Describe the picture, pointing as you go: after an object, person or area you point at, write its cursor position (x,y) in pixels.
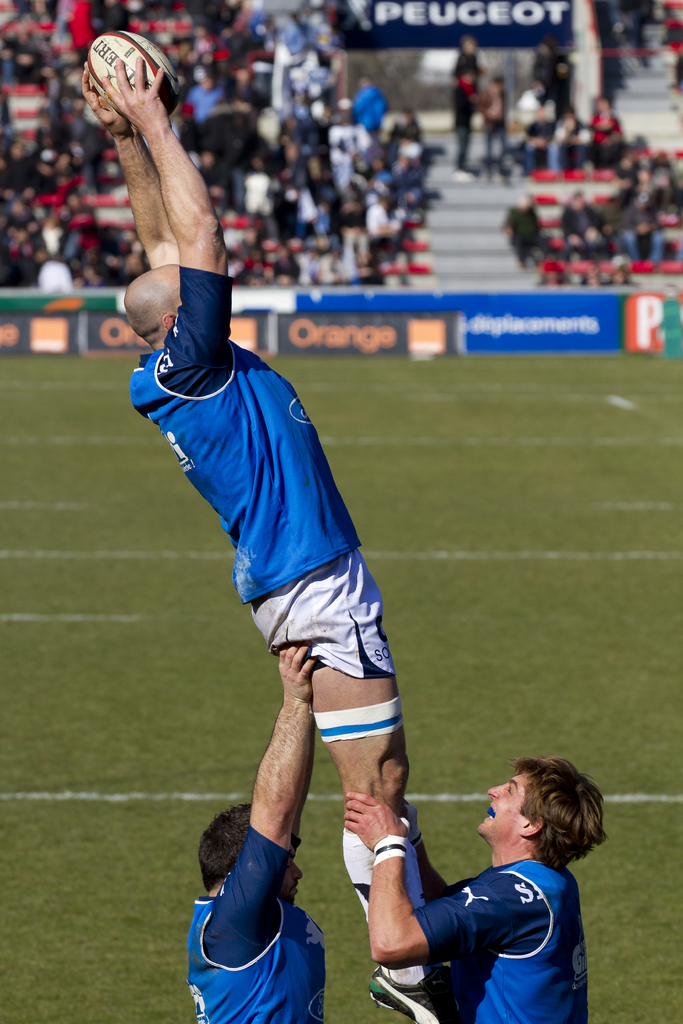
It seems to be the image is inside a playground (624,562). In the image there are three people (576,892) who are playing the game in that one person (207,340) is holding a ball (121,84) the remaining two (277,914) are holding the another person (319,553). In background (304,235) there are group of people (561,66) as audience (596,235) at bottom (427,749) there is a grass (462,445).
